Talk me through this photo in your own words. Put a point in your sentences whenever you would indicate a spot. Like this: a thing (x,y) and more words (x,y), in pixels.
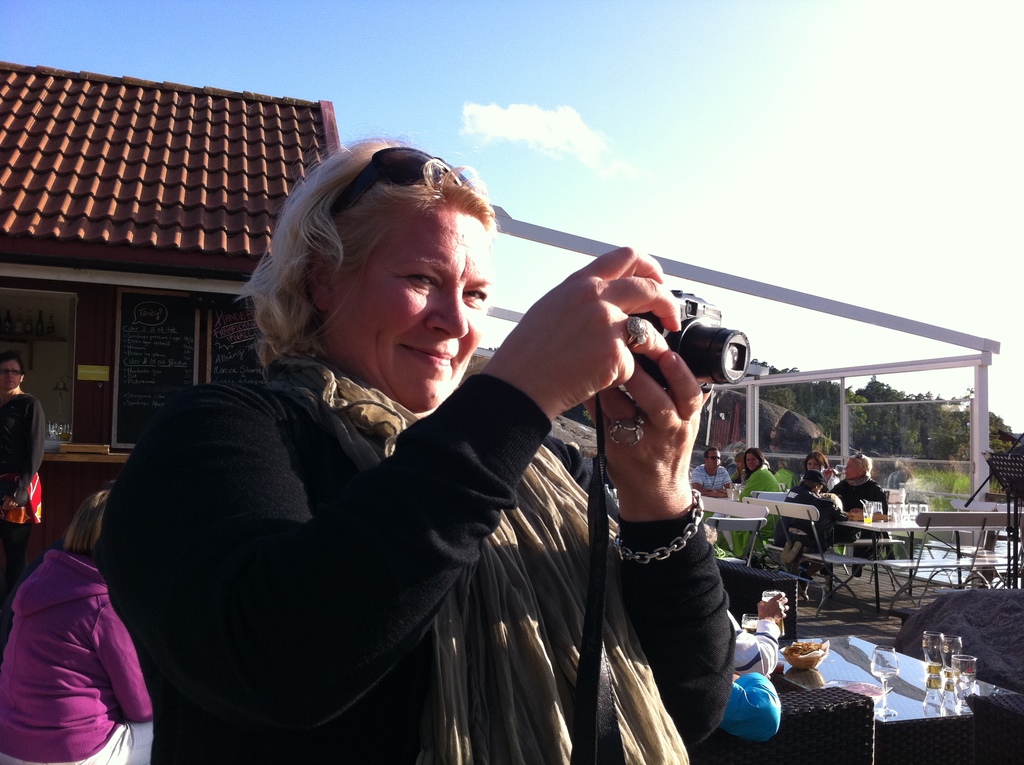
In the center of the image (408,372), we can see a lady (362,366) wearing glasses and a scarf (477,617) and holding a camera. In the background (216,220), there is shed (103,321) and we can see some other people (803,539) and there are tables (877,590) and chairs (748,582) and we can see glasses (747,621) and bowls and some other objects (976,602). At the top (573,125), there is sky (620,147).
